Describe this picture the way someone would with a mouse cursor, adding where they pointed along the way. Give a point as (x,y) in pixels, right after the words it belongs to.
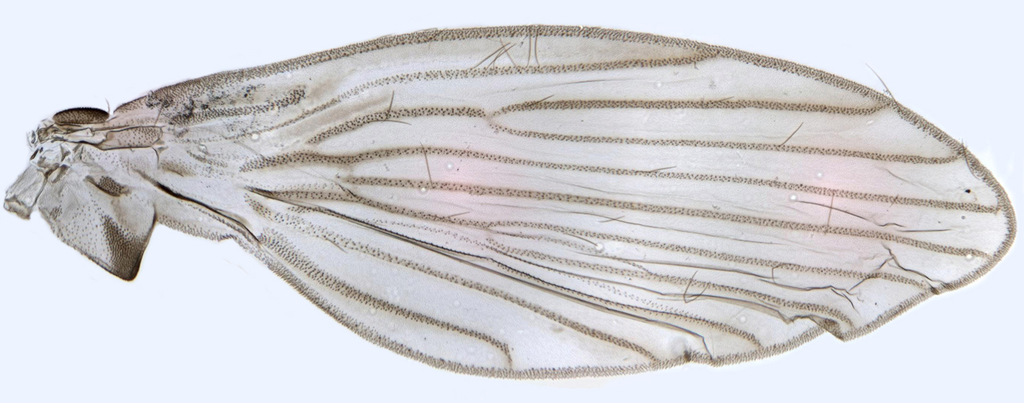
In this image, we can see there is a wing (233,112) of an insect (524,75). And the background (287,340) is white in color.
